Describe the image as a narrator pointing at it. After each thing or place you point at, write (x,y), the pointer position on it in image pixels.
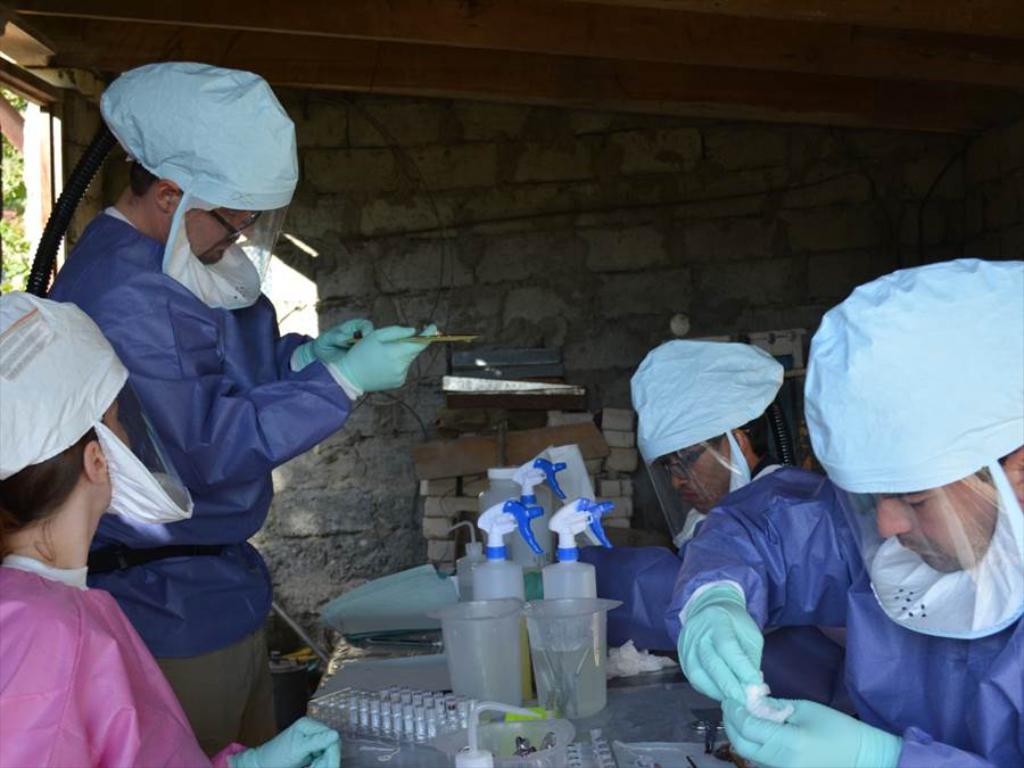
In this image we can see a group of people (238,367) in a room (568,685), two of them are holding some objects (752,699) in their hands (725,685), there is a table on the table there are few bottles (547,473), jars (510,664) and few objects (398,707) and in the background (379,305) there is a wall (459,307) and few objects (618,425) which look like stones (468,483).
